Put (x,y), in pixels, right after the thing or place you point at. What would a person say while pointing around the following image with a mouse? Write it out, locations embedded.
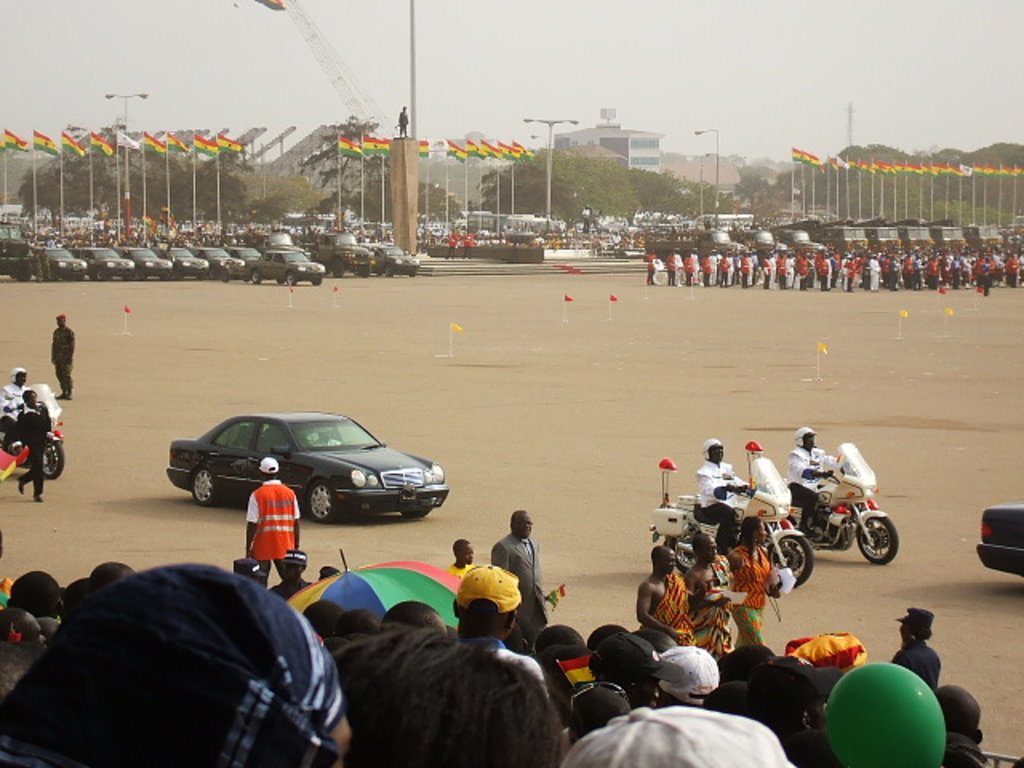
Front of the image we can see people (665,756), umbrella (454,587), vehicles (347,488) and flag (581,677). Background (982,153) we can see flags (987,171), buildings (650,155), light poles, trees (755,168), people (794,276), sky (806,70), statue (407,135) and vehicles (385,251).
